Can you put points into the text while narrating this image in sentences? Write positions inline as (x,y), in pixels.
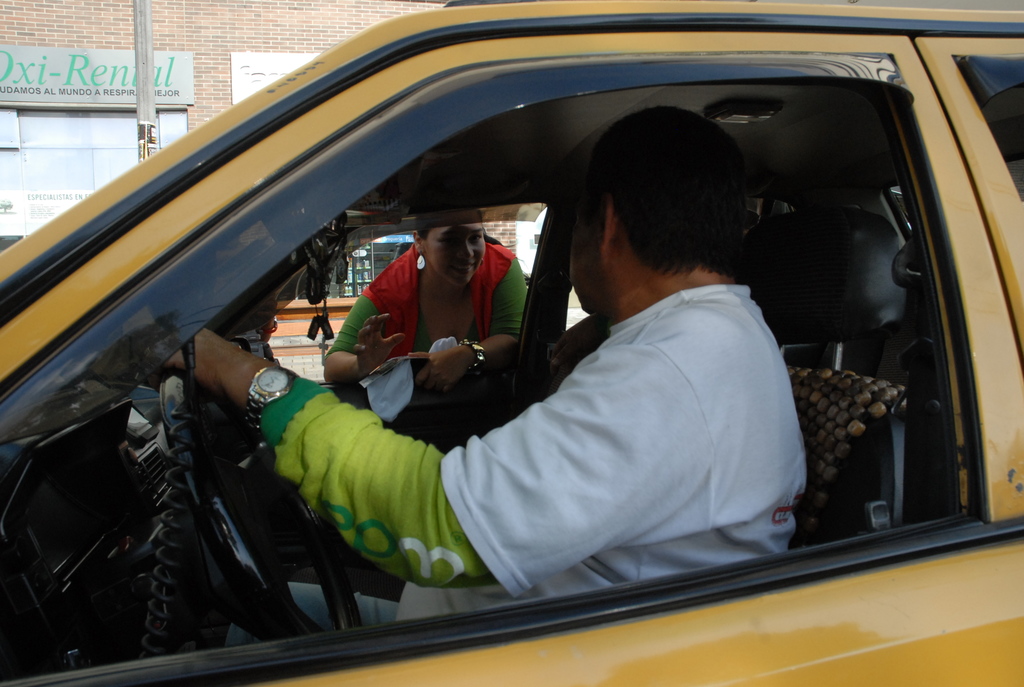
In this image i can see a person (438,451) sit on the car (372,589) and woman (441,287) stand in front of the car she wearing a green color top (372,307) and on the left side (86,22) i can see a wall (88,31), on the wall (85,43) i can see a board (98,100) and there are some text (78,78) written on the board (96,79).
